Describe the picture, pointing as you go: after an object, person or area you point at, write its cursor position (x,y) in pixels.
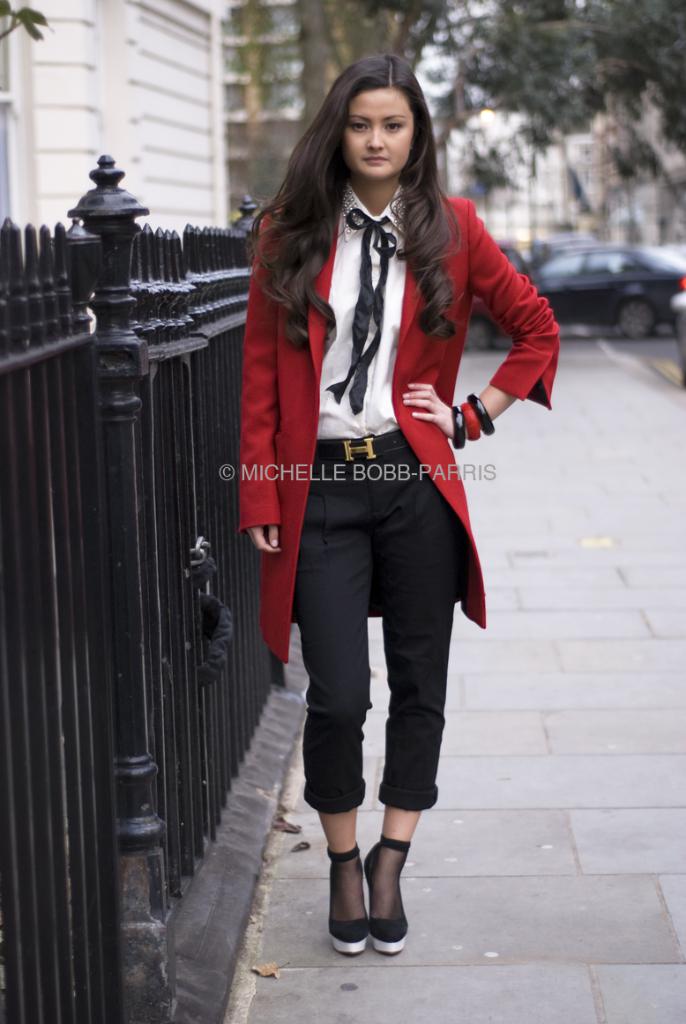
In this image I can see a person (404,572) standing wearing red color jacket (432,337), white color shirt (388,360), black pant (399,545). I can also see railing (211,435) in black color, background (560,81) I can see trees (494,94) in green color, car (591,319) in black color and a building (178,125) in white color.
